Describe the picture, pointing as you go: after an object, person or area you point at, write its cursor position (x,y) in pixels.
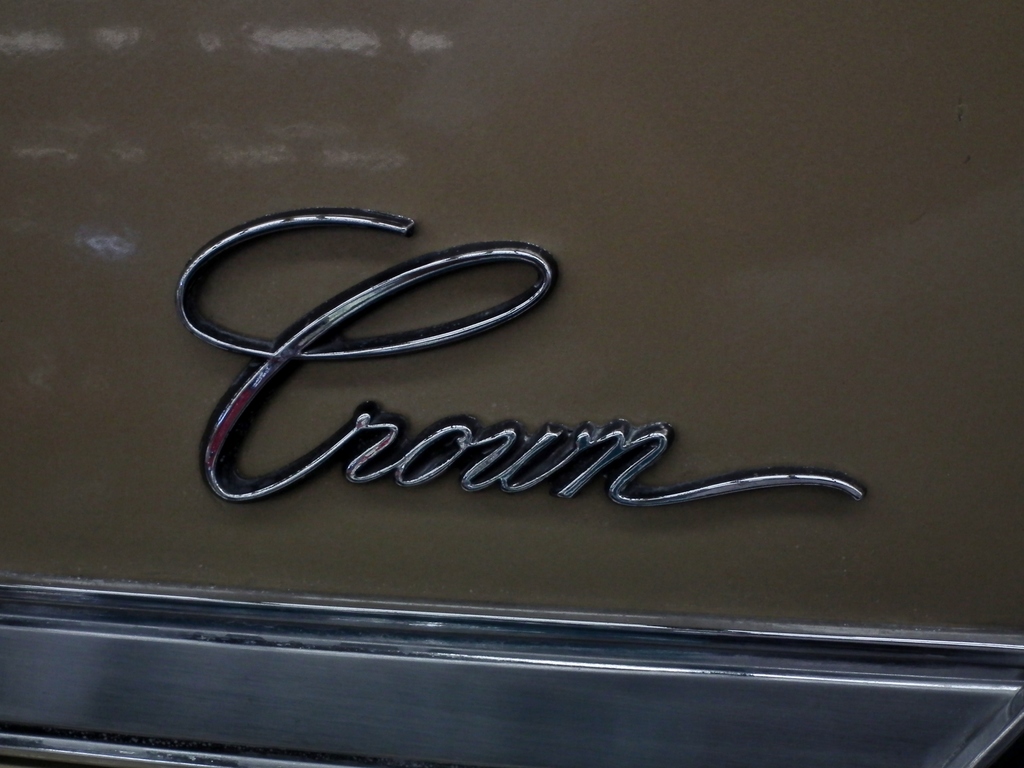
In this image we can see an object (561,151) which looks like a part (502,504) of a vehicle (452,417) and we can see a text (416,457) on the vehicle (333,575).
